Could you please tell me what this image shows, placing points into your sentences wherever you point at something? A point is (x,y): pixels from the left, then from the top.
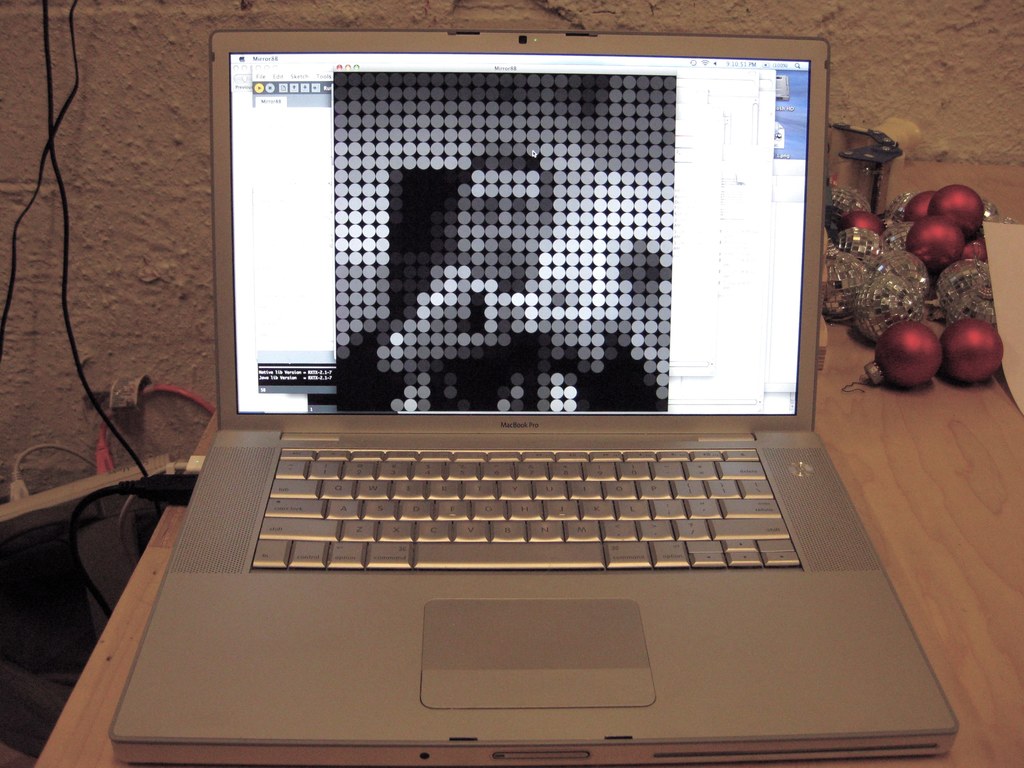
In this picture there is a laptop (816,648) kept on a table (927,621) and data cable (103,492) connected to it in the backdrop (174,48) there is a wall (937,119).
